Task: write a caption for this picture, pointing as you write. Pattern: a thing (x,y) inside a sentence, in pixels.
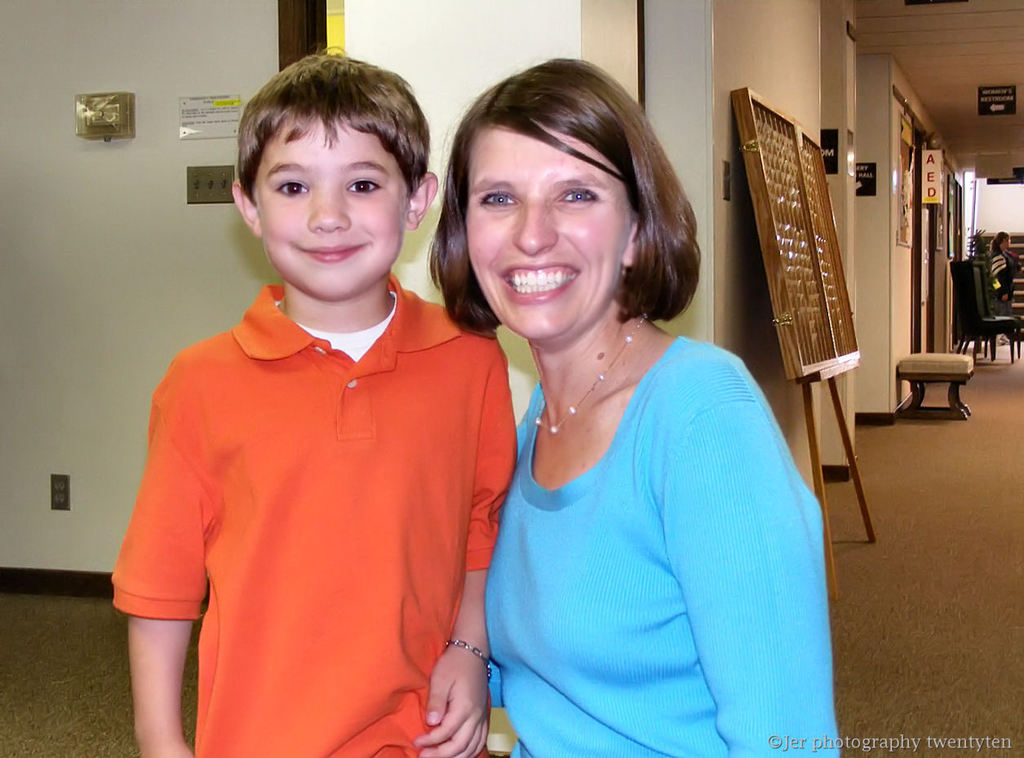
In this image I can see two people (457,404) with blue and orange color dresses (403,463). These people (382,339) are smiling. To the right (857,354) I can see the boards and there is another person (1004,256) standing. In the back (439,86) I can see the wall (239,34).
